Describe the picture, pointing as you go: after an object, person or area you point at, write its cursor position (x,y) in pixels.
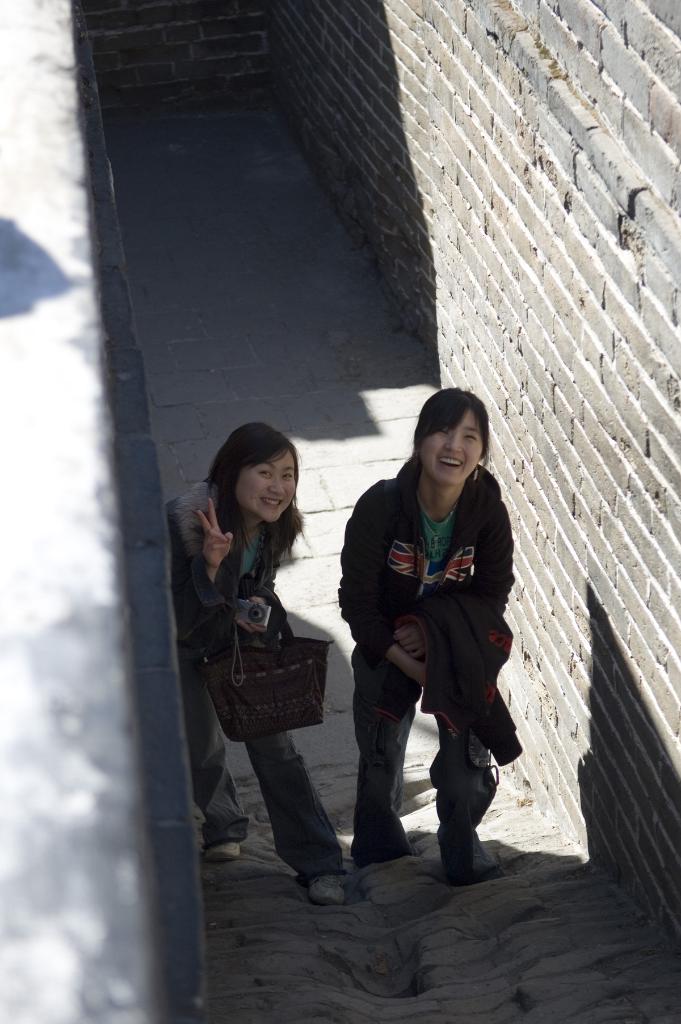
There are two women (270,443) standing and smiling and she is holding a bag (317,705) and camera (266,626). We can see wall (402,120).
